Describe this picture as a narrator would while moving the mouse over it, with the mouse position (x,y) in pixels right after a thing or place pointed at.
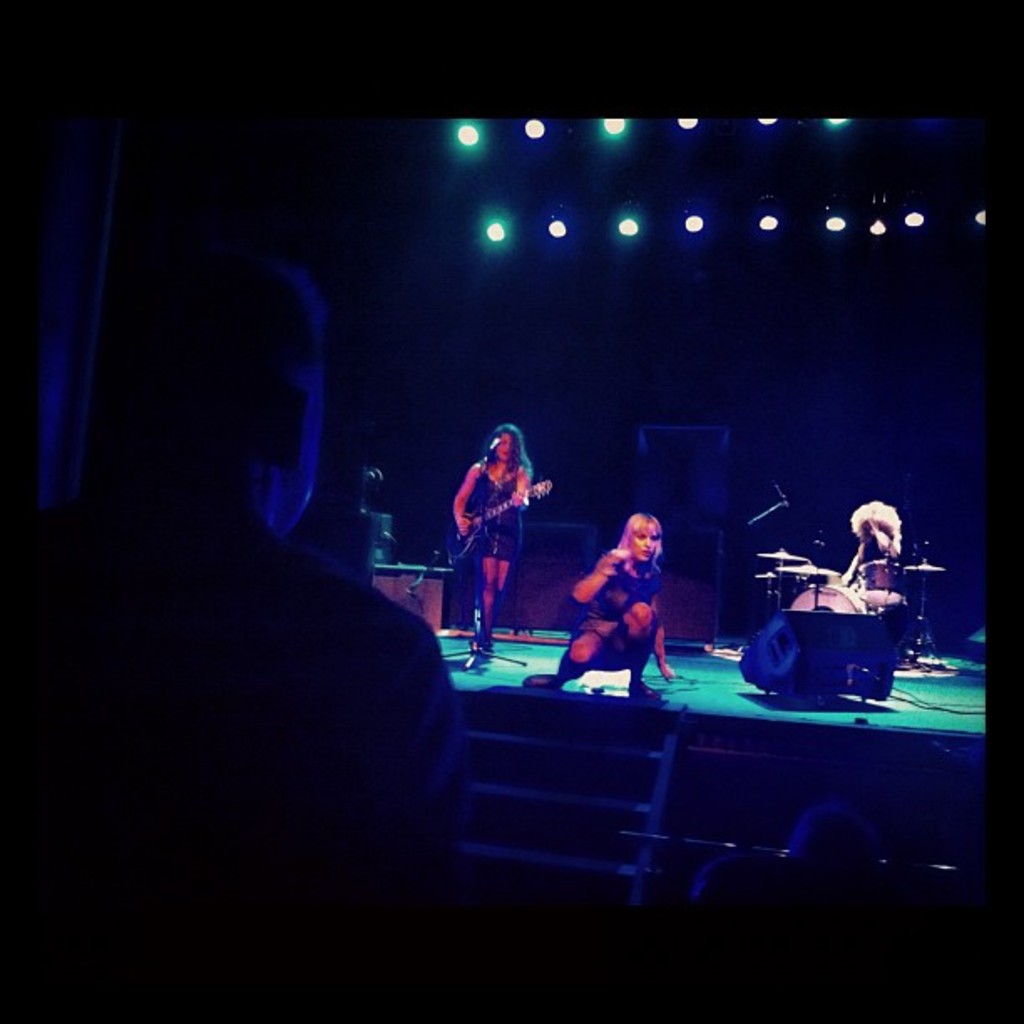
In the background (926,586) we can see the lights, musical instruments (924,572). In this picture we can see the people (881,524) playing musical instruments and a woman (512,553) is on the platform (966,721), it look like she is performing. In this picture we can see few other objects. Bottom portion of the picture (894,971) is completely dark and a person (860,885) is visible.
